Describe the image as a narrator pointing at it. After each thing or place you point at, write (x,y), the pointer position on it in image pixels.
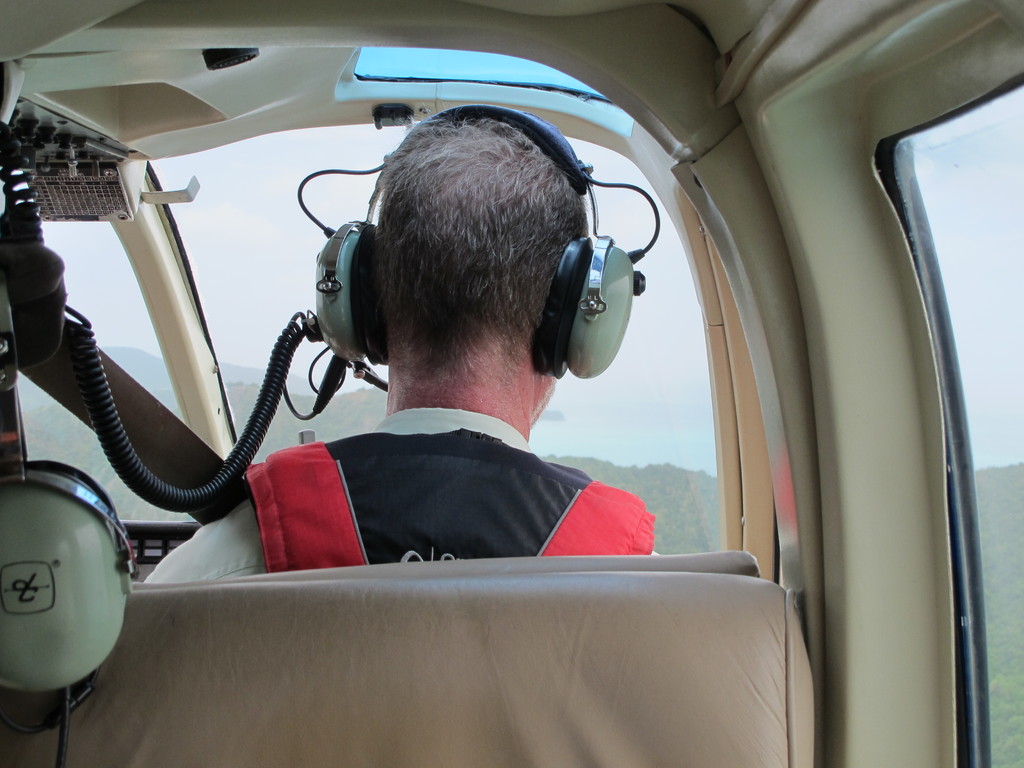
The picture is looking like it is taken inside an airplane (697,616). In the foreground (449,464) there is a person (488,538) sitting wearing headphones (588,322). On the right (993,418) there is a window (1018,484). In the middle (659,317) there is a window (173,397), outside the window (648,446) there are hills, water body (585,432) and sky (313,160).
